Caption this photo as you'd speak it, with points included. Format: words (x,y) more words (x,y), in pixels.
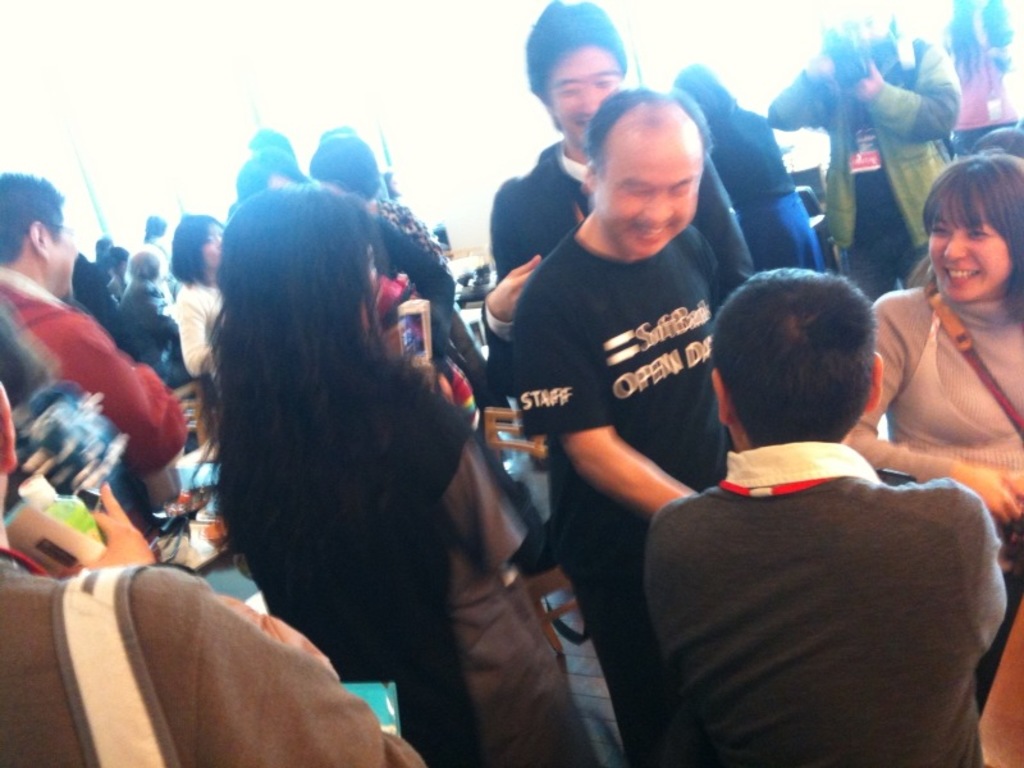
In this picture I can see number of people (643,362) and I see that, the 2 men (588,166) and a woman (968,316) in front (984,307) are smiling. I see that it is totally white in the background (250,68).
